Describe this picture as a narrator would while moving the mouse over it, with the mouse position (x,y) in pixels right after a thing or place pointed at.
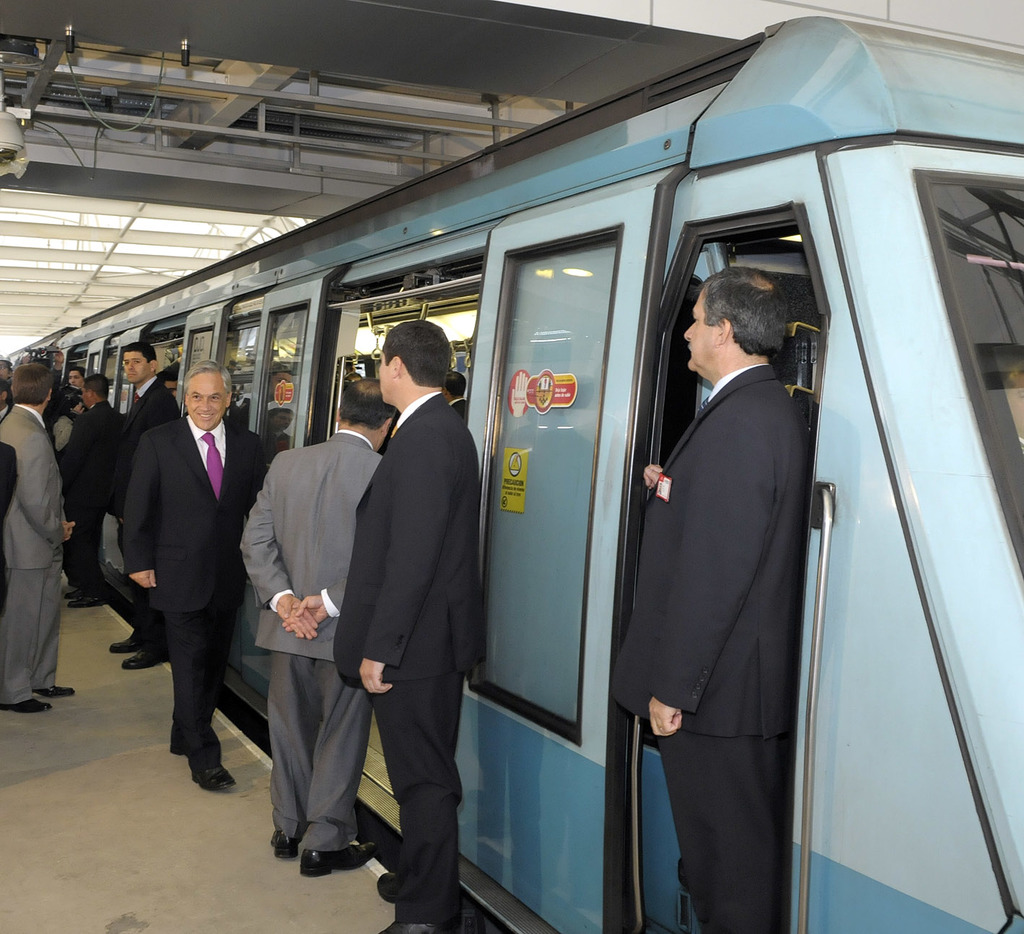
In this image we can see a train (295,393) and persons (340,419) at the railway station (133,247).
